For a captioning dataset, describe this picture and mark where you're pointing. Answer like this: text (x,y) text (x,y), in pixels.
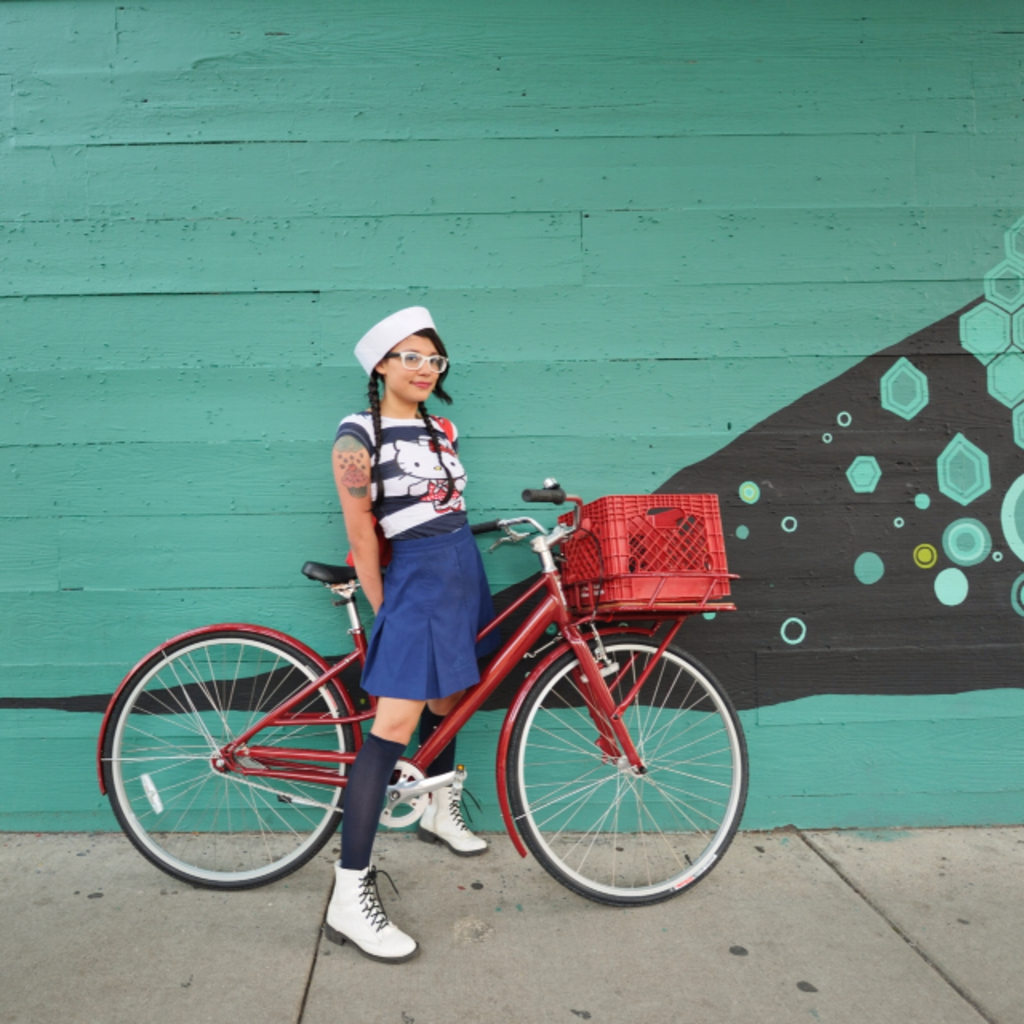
A woman (423,369) is posing for a photo with the bicycle (328,829) She is wearing a cap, spectacles (406,365) behind her there is a wall (209,401).
